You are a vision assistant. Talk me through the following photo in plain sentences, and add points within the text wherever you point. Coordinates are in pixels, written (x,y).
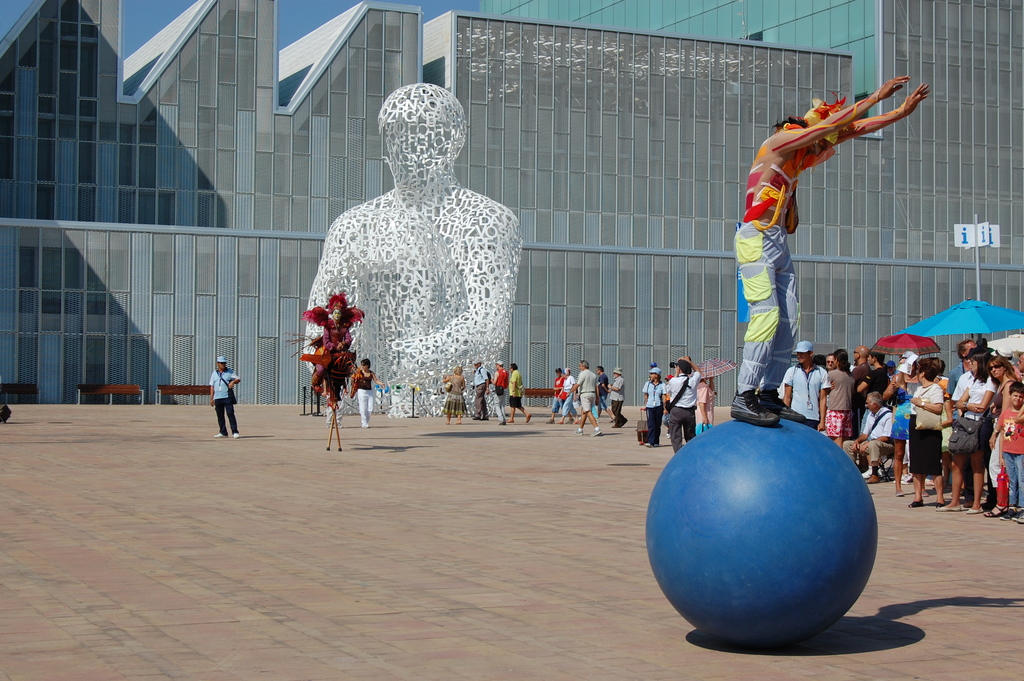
In this image we can see so many people (559,387). At the bottom of the image (483,594), we can see pavement (579,613). In the background (442,219), we can see a building (684,96) and a structure (422,283). On the right side of the image (810,500), we can see a ball (785,497). On the ball (760,498), one person (764,242) is standing. In the middle of the image (346,362), we can see a person (331,374) is walking on the sticks (334,408).
